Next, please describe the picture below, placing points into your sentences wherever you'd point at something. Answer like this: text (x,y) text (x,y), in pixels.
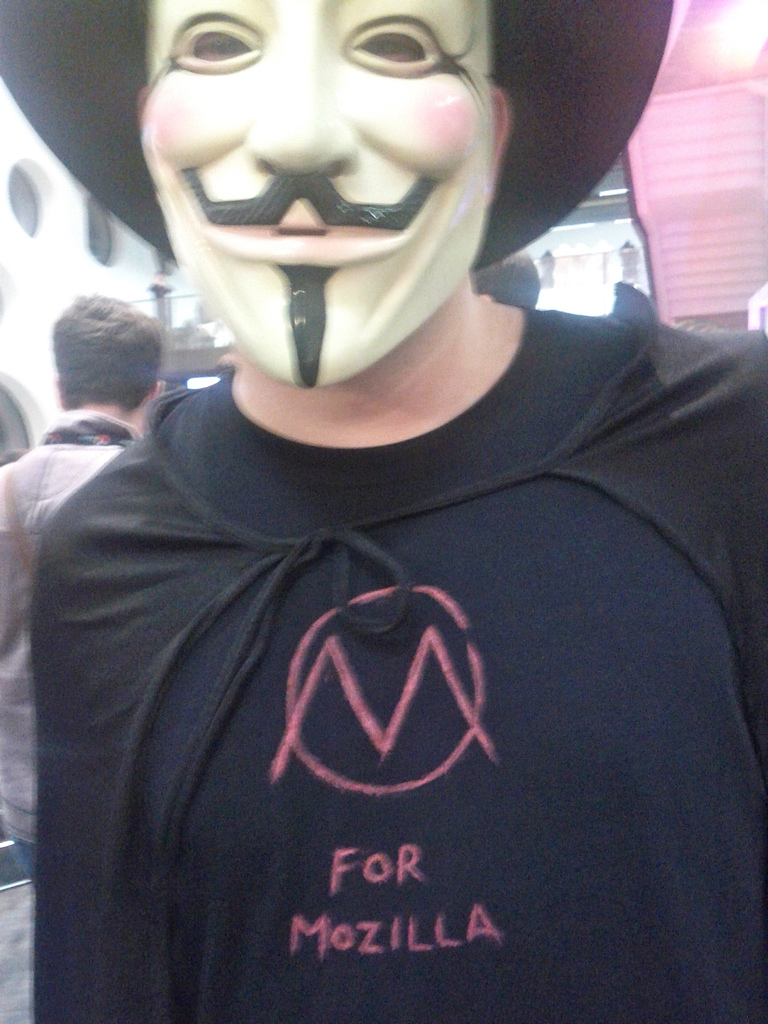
In the picture we can see a person (308,721) in some costume (619,631) and behind we can see a person (76,405) standing and we can see a building (38,296) which is white in color.
